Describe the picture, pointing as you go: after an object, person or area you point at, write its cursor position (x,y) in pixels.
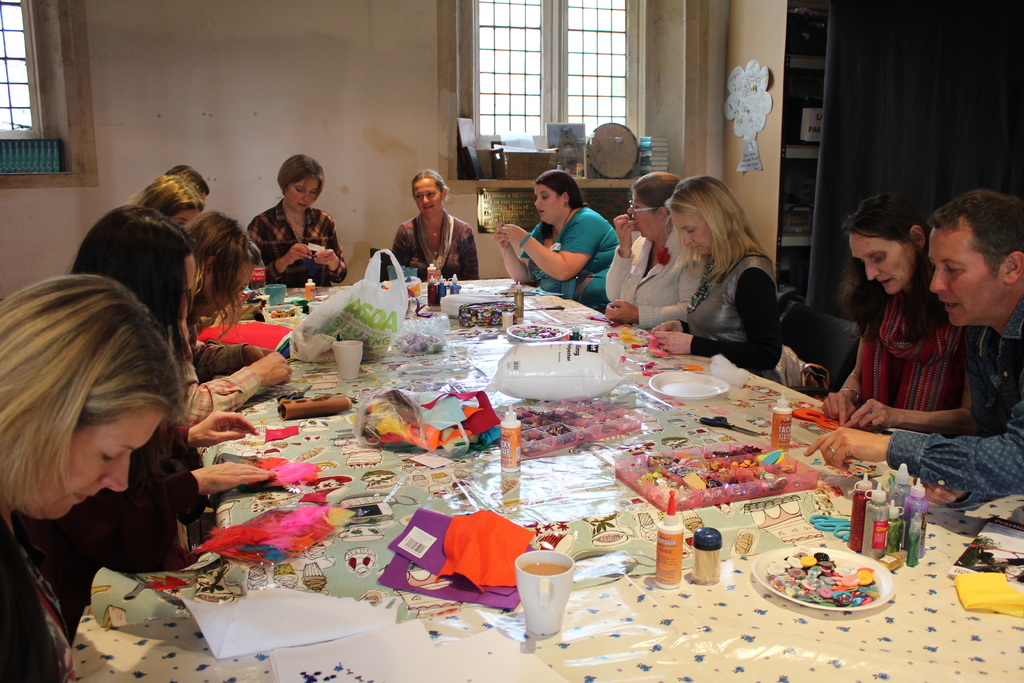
There are many persons (290,235) sitting around a table (612,532). On the table (599,522) there are plates (768,589), glasses (349,355), bottles (506,434), covers (363,312), buttons (797,565), feathers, paper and many other items (466,557). in the background (317,90) there is a wall (277,80), windows (617,47). Some books (658,152) are kept near the window (580,74). And there is a nameplate (492,201) on the wall (466,191).
